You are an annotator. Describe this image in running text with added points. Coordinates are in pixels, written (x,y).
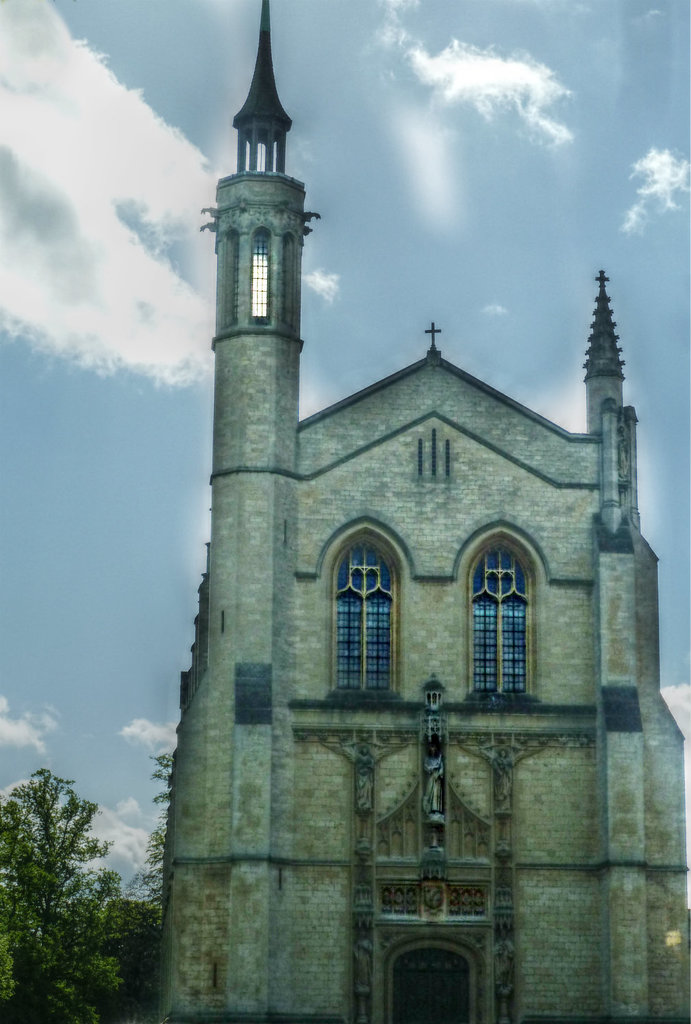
In this image I can see a building (464,842), door (437,959), windows (339,642), trees (23,890) and the sky (131,140). This image is taken may be during a day.
